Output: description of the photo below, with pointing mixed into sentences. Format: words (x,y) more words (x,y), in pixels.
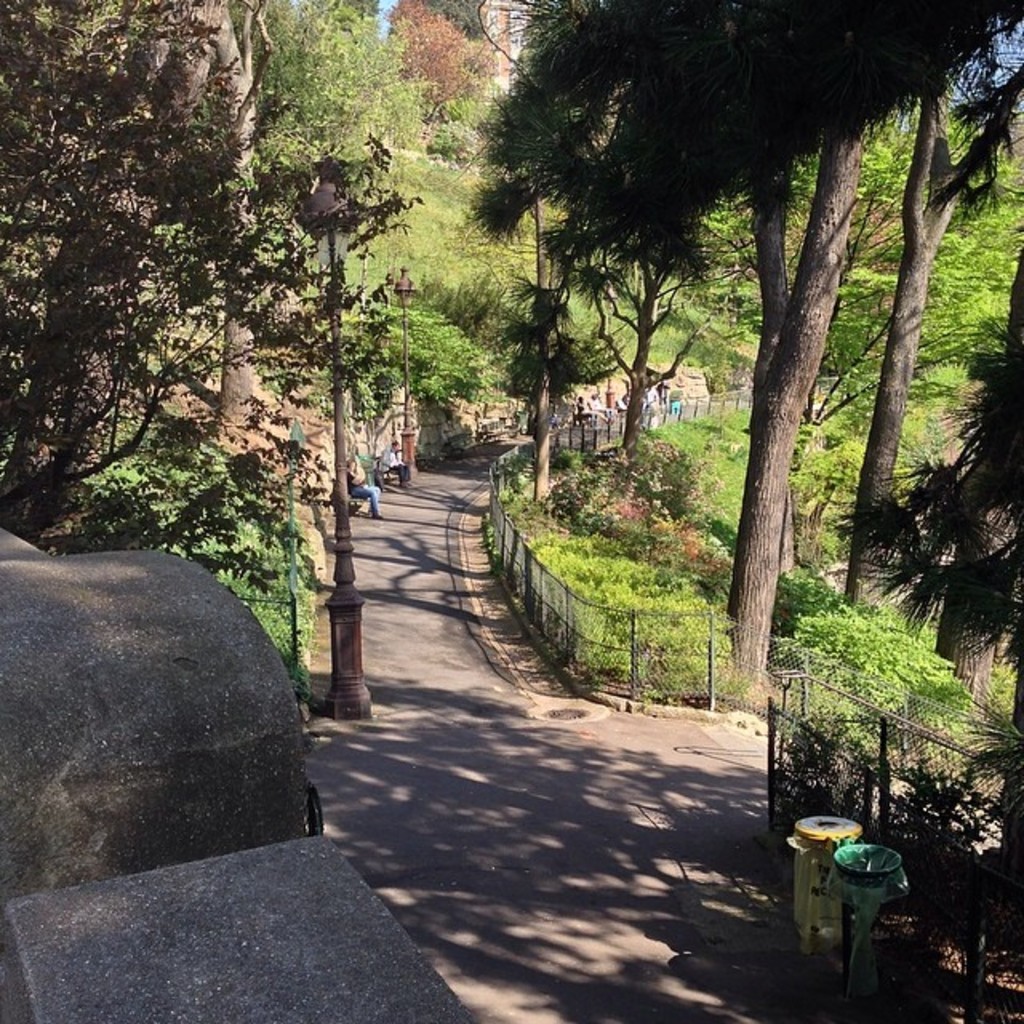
In the picture I can see people (364,492) sitting on benches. Here I can see a road (467,703), trees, fence (535,617), plants (594,513), the grass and some other objects (253,742). In the background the sky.
